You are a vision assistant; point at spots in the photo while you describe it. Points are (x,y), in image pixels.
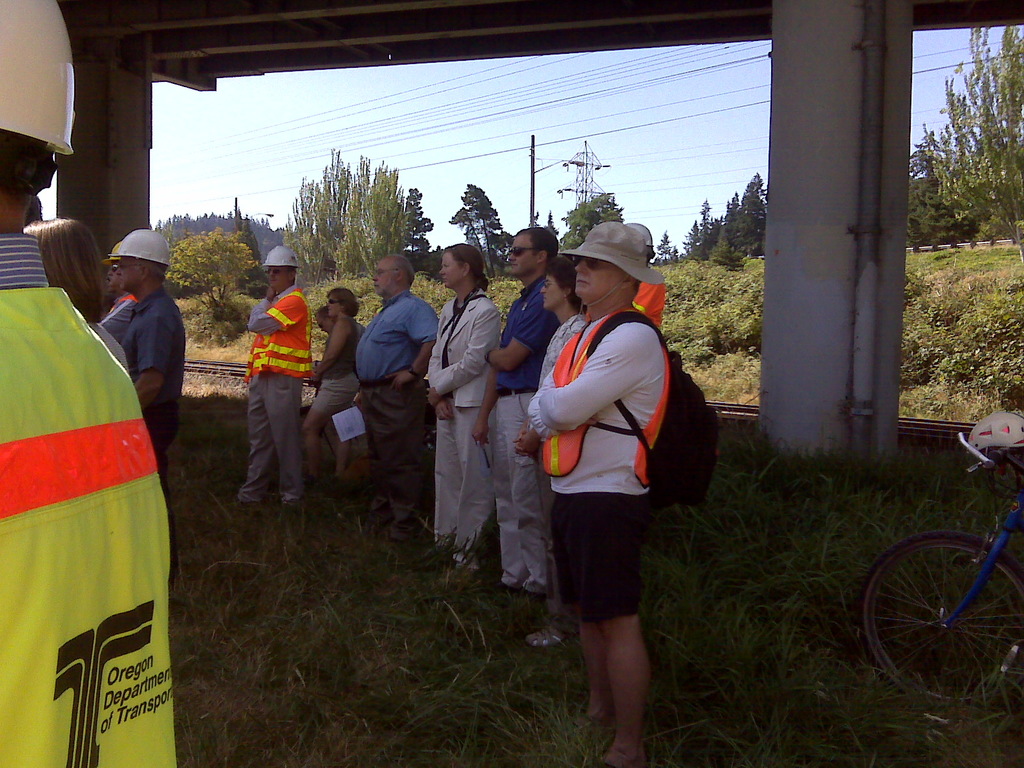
As we can see many people (445,343) are standing. This man (583,382) is wearing a white shirt (586,394) and a cap (603,243) with goggle (599,269), women (451,349) wearing white shirt (454,362) and pant (462,420). There are many trees (344,217), electric poles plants (725,301) and grass (727,665) present. There is a bicycle (945,575) with a helmet (980,434) on it.
